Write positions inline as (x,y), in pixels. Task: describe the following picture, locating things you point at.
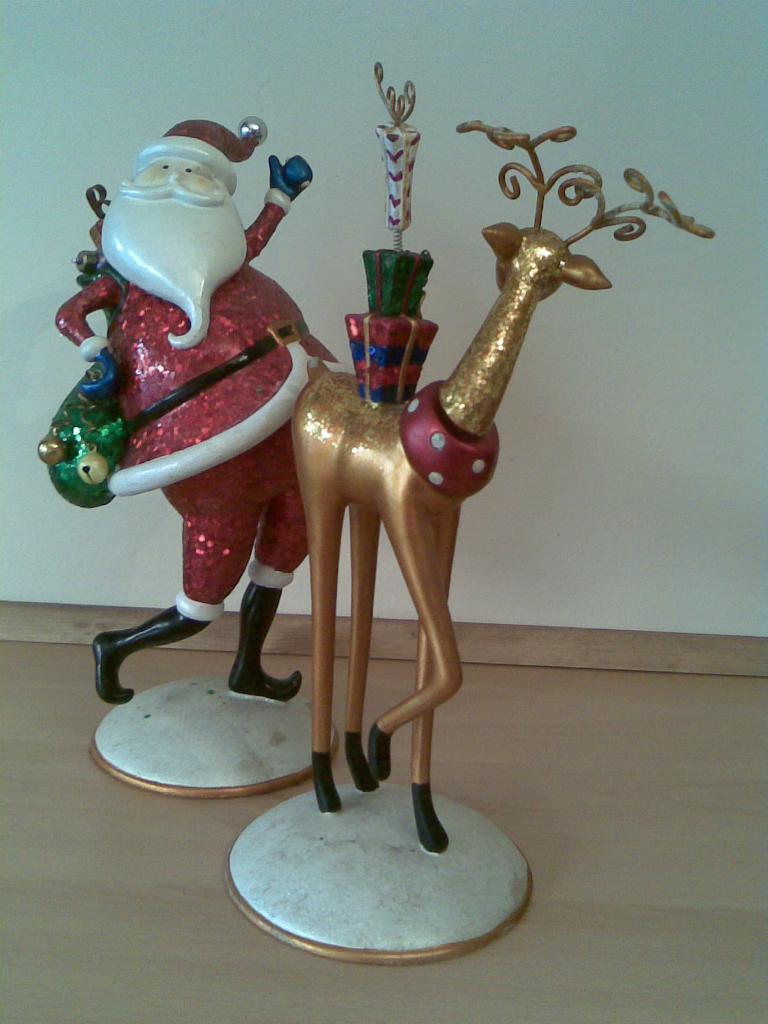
In this image I can see two toys (223,396) where I can see one is of red colour and one is of golden.
